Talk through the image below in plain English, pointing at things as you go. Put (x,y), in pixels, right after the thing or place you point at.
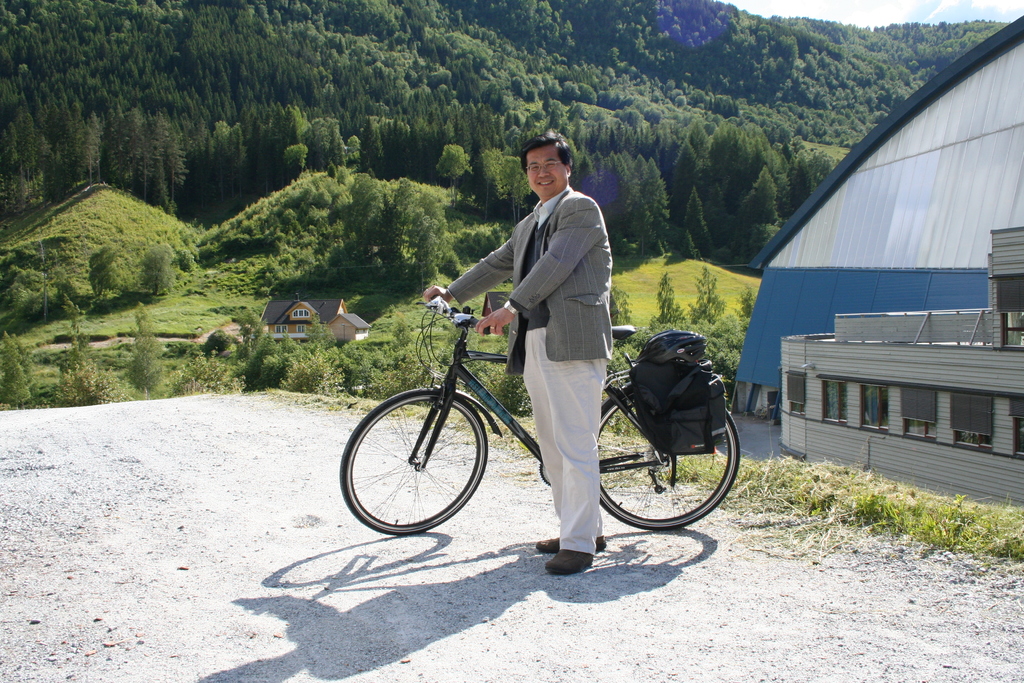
In this image we can see a man (556,424) standing on the ground (512,517) by holding a bicycle (485,432). In the background (453,116) there are trees (375,87), shrubs (275,228), bushes (259,372), buildings (775,339) and sky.
